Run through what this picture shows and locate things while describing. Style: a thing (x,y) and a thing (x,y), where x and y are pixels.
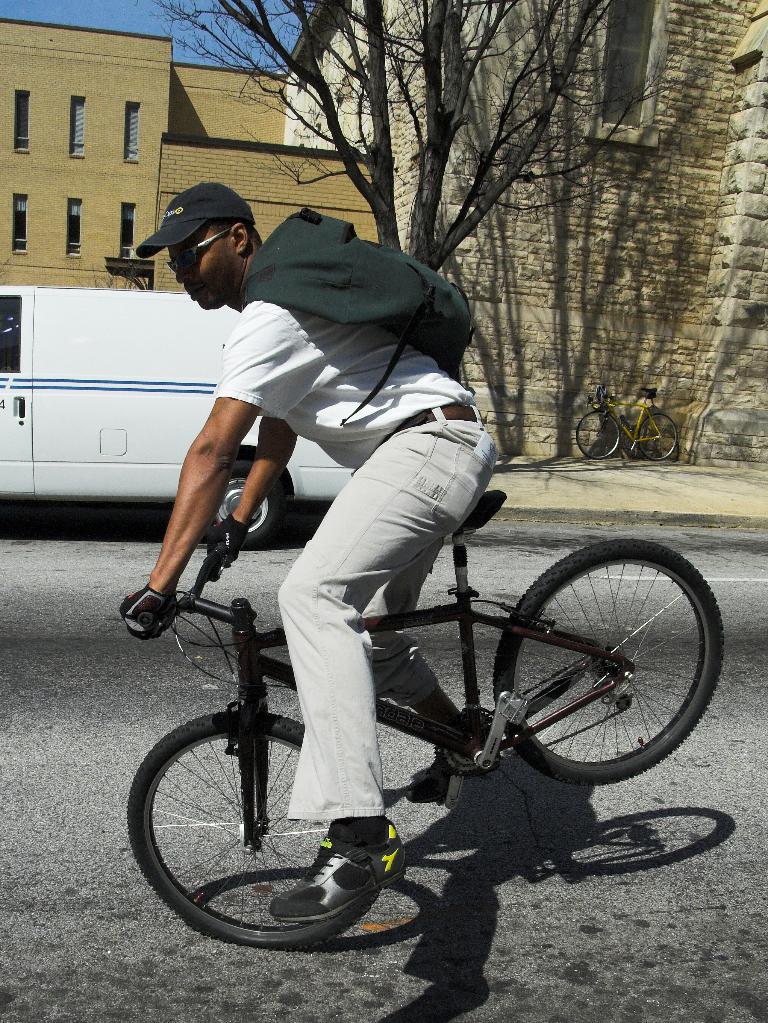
In this pictures there is a man (424,669) sitting on the bicycle (449,732) is wearing a bag (320,250) and a cap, also wearing shoes (299,913) and there is a vehicle (66,345) beside him, also there is a building (309,151) and the sky (230,25) is clear.
